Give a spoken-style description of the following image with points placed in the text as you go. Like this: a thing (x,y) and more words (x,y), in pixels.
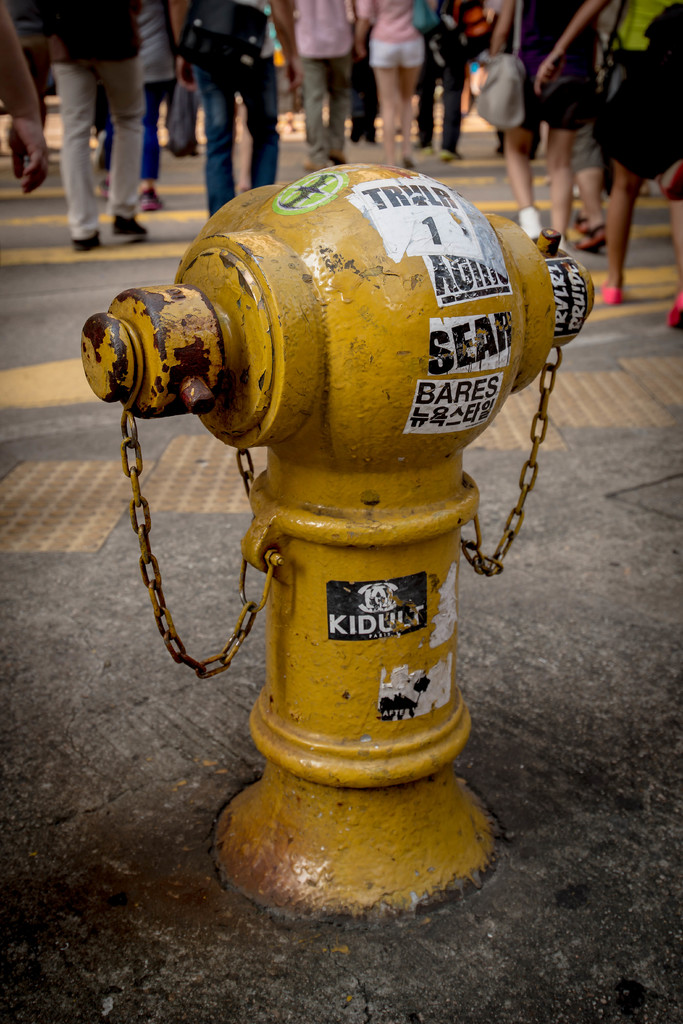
In this picture we can see a yellow fire hydrant (290,594) with chains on the path (482,593). Behind the fire hydrant (263,302) there are some people (554,58) walking on the path (163,204).
